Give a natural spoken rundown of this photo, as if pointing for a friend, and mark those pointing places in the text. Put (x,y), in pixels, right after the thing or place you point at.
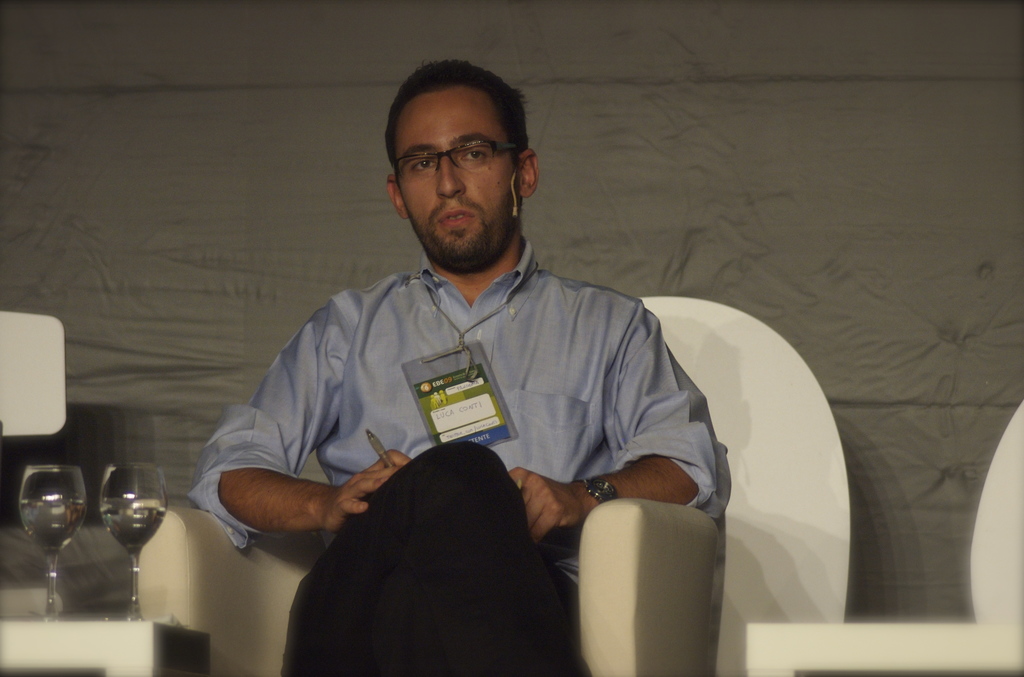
In this picture there is a man (552,547) who is wearing shirt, trouser (462,573), spectacle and watch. He is sitting on the chair (645,565) and holding a pen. In the bottom left corner (62,530) I can see two wine glasses (132,494) on the table (93,641). In the back (897,300) I can see the grey wall (885,258). On the right (1022,448) and left side (58,401) I can see the chairs (1008,513).
